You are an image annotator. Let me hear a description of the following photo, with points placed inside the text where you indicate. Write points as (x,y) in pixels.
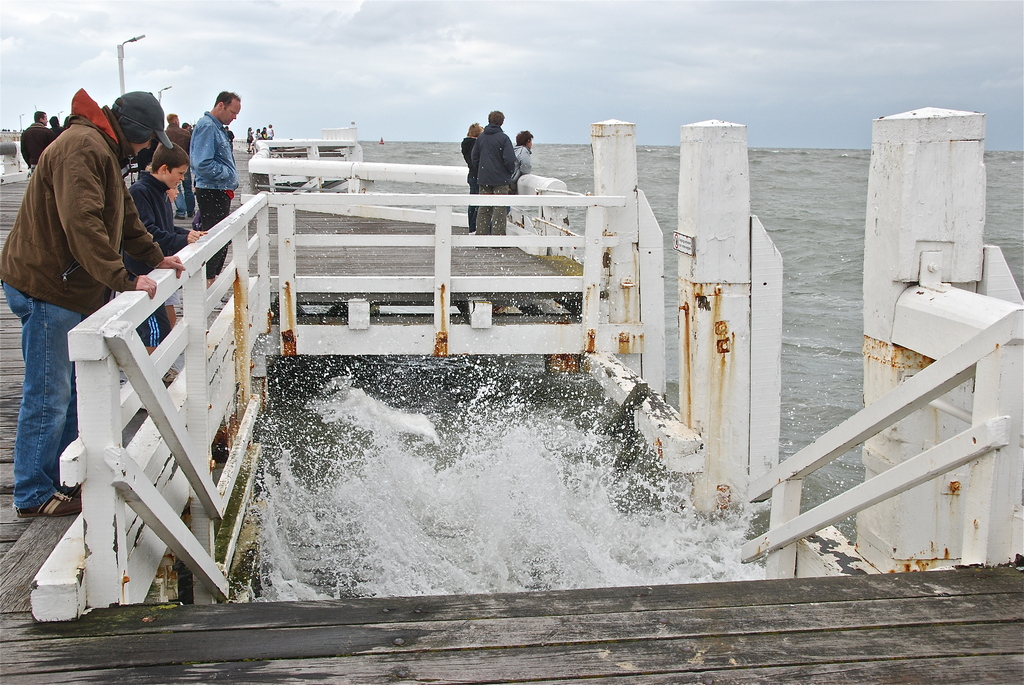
In this image I can see on the left side (202,141) few men (219,177) are standing on this wooden thing (303,318) and looking at the sea (590,460), at the top (478,30) there is the sky (531,72).
